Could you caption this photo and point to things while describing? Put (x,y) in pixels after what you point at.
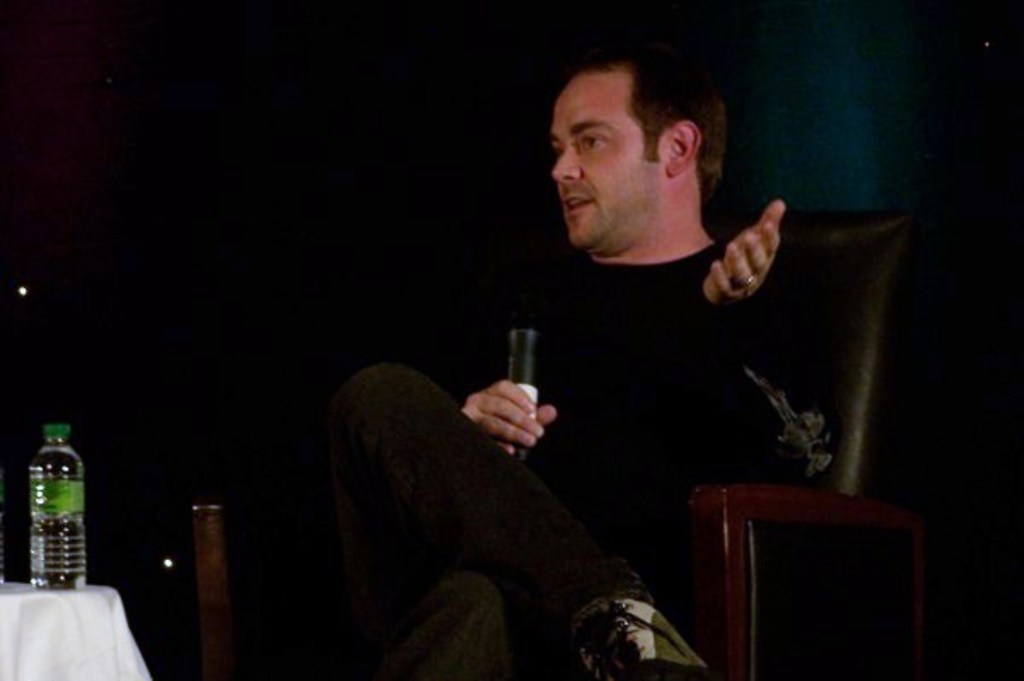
This man (660,184) wore black t-shirt (663,490) and sitting on a chair (814,497). This man (684,461) is holding a mic (518,361). In-front of this man (448,509) there is a table (46,608), on table (23,626) there is a cloth (75,609) and bottle (71,487).
